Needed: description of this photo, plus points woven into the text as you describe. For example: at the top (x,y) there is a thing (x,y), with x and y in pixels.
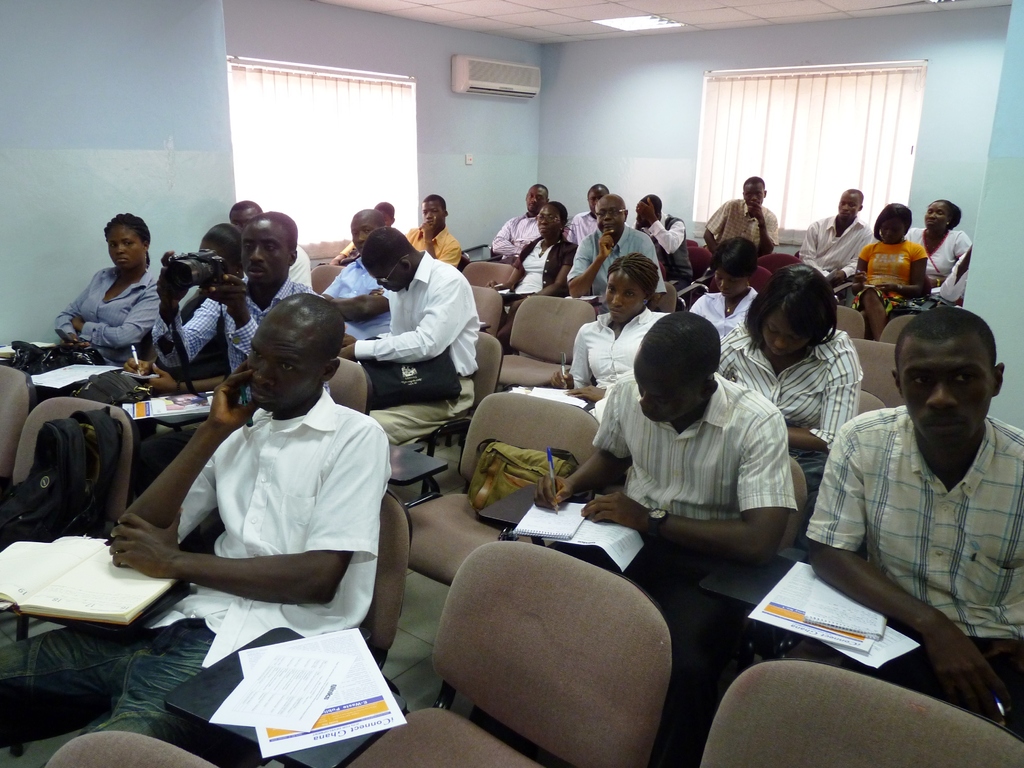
There is a group of a people (290,426). They are sitting on a chair (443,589). We can see in the background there is a curtain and window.
